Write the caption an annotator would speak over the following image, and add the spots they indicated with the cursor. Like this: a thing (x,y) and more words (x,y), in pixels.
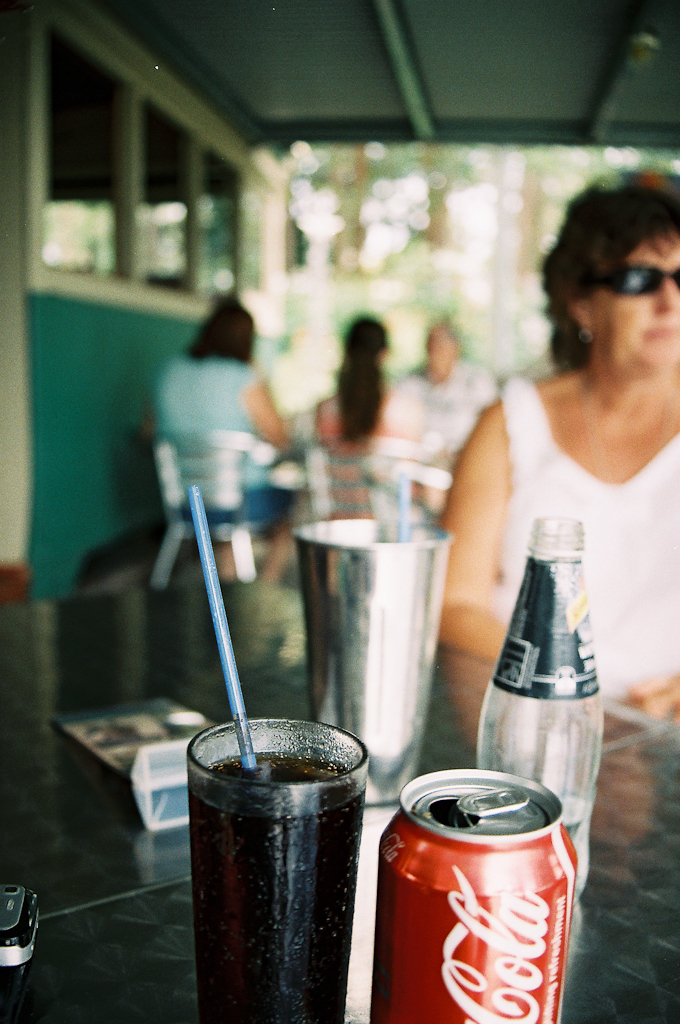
In this image there is a table (146,941) in the foreground (123,877). On the table (347,1005) there are two glasses (330,685) in which there are straws (214,600). Beside the glasses (316,755) there is a soft drink tin (479,873) and a glass bottle (527,734). On the right side (544,480) there is a woman (624,538) who is sitting beside the table (618,726). In the background (218,377) there are three other people (370,403) who are sitting on the chairs (227,468). On the left side (78,286) there is a wall (84,302). At the top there is ceiling (475,35).
